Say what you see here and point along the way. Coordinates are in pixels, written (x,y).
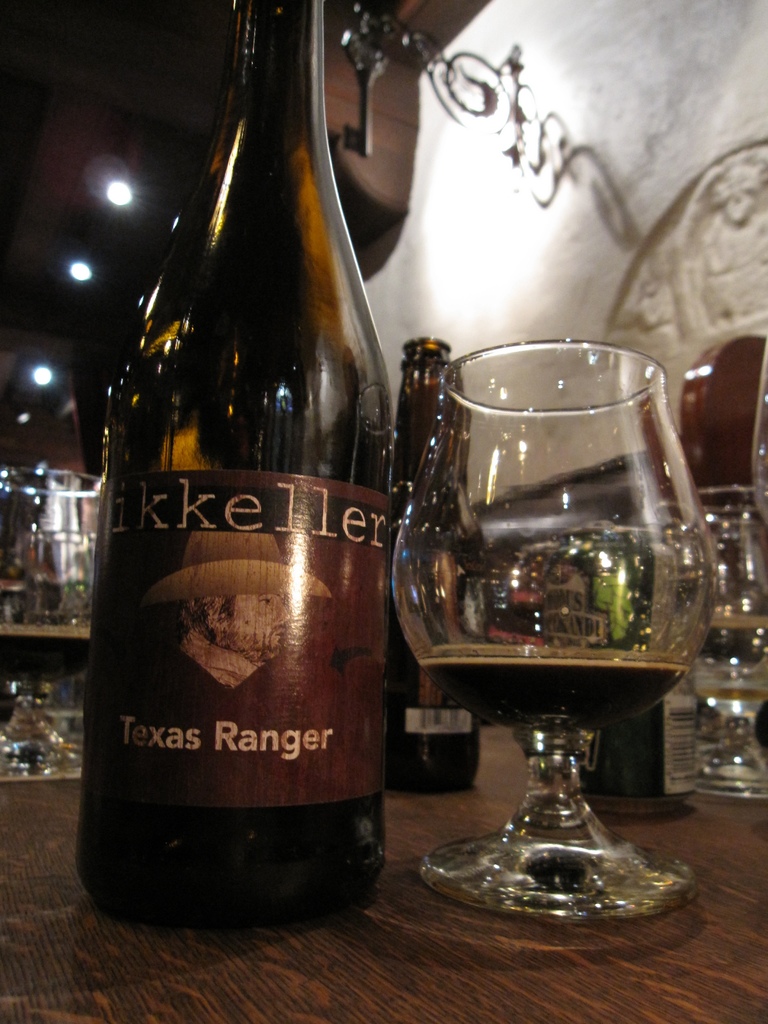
In this image we can see some bottles (248,792) and glasses (509,662) with beer (543,670) which are placed on the table (363,934). On the backside (417,271) we can see a decal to a wall (454,177) and some ceiling lights (78,270).
